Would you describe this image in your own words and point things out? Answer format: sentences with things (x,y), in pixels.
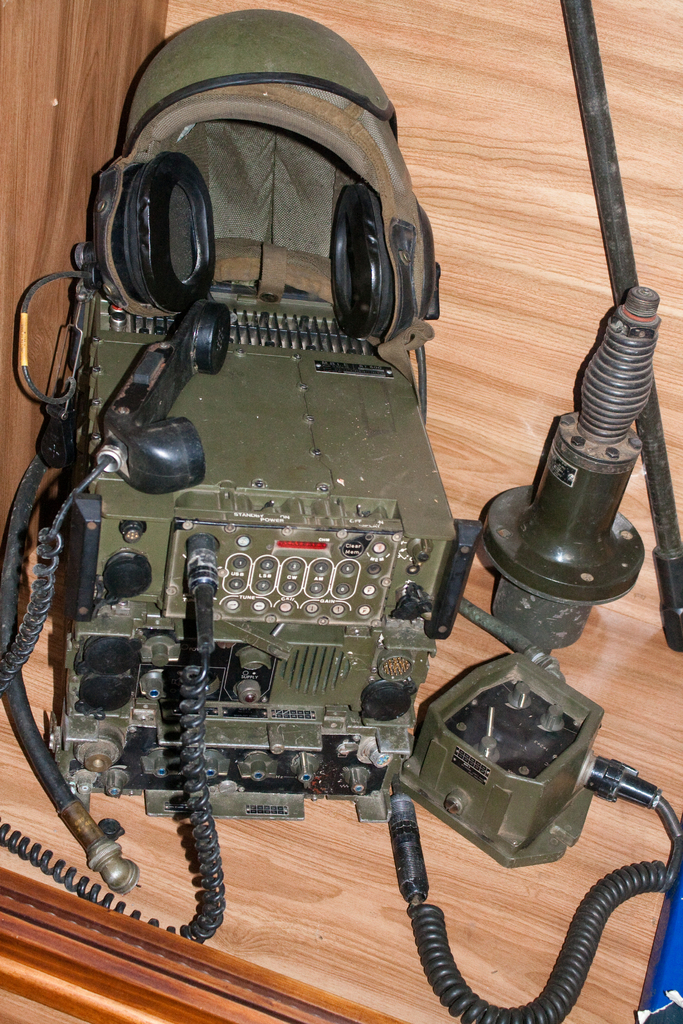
Here we can see a telephone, an electronic device (309,667), metal object (533,556) and a helmet (187,242) are on a platform (462,385) and on the right side (593,184) there is a pole (617,147).
